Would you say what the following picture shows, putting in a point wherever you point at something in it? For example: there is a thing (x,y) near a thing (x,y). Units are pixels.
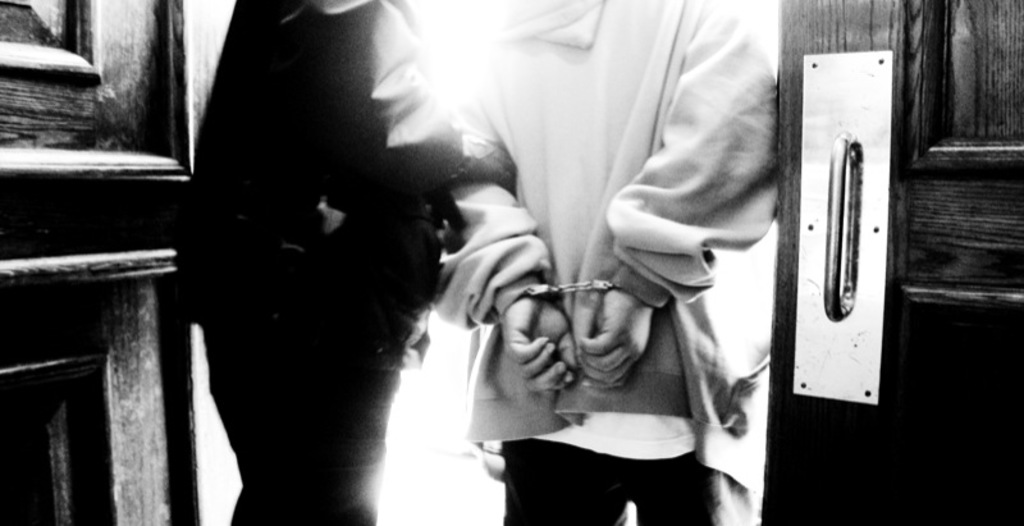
This is a black and white image and here we can see people (489,266) and one of them is wearing handcuffs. In the background (56,66), there are doors (2,368).
